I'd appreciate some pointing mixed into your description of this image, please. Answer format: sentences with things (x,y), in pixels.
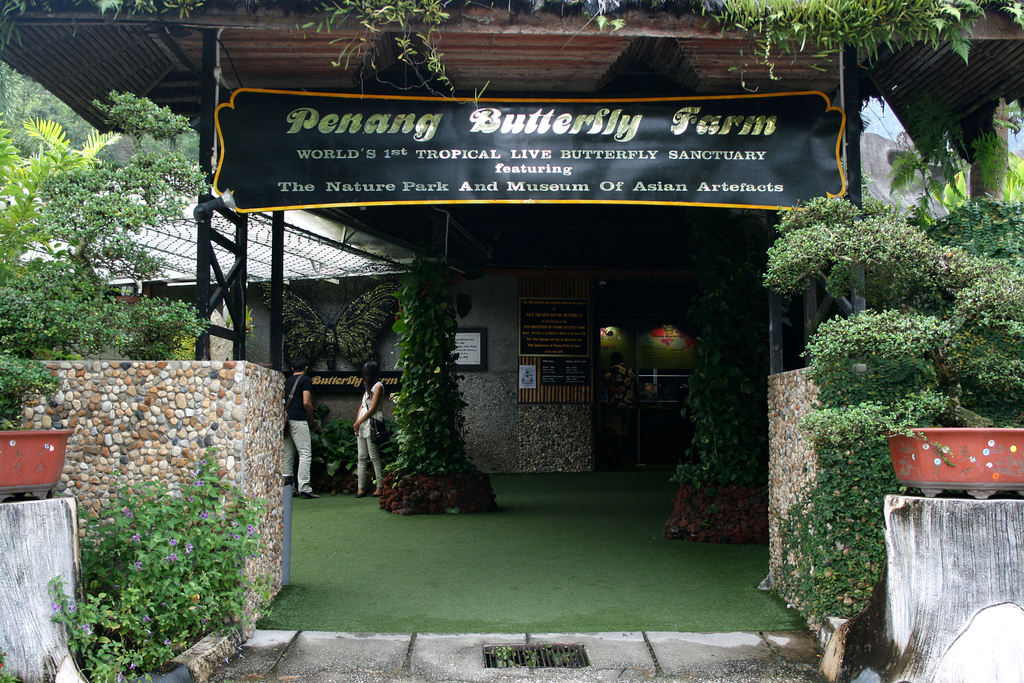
In this picture we can see people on the ground (365,557), here we can see house plants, trees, boards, roof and some objects (289,559).
